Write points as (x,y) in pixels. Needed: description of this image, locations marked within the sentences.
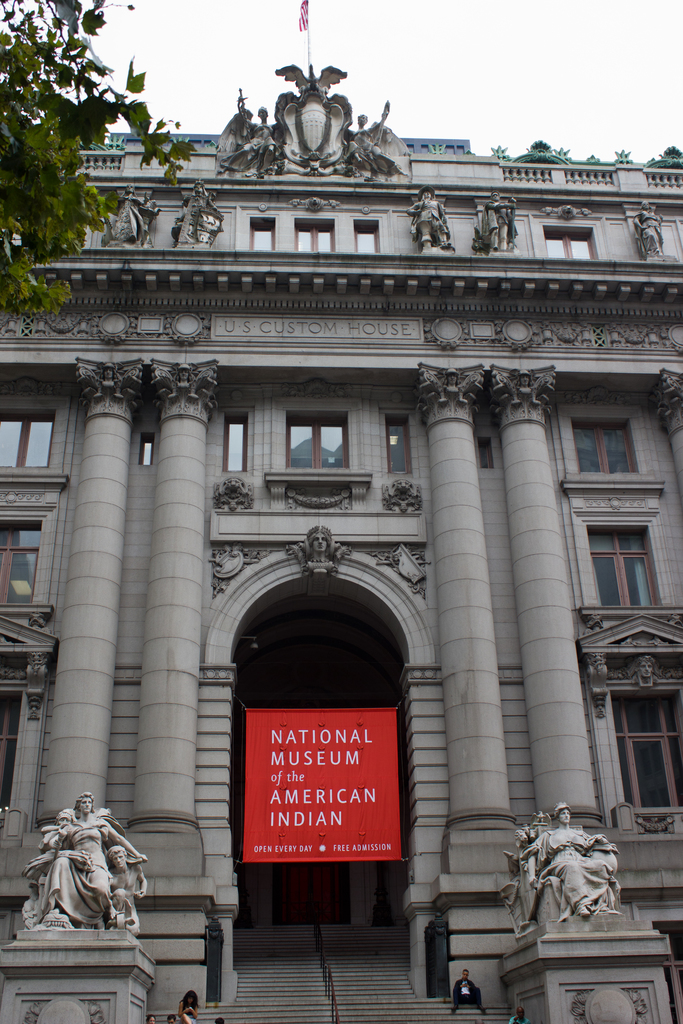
In the image there are statues (557,866) on the pillars (553,927). At the bottom of the image (295,970) there are steps (321,981) and also there is railing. There are few people (187,1004) sitting on the steps (241,940). Behind them there is a building (538,539) with walls (386,527), pillars (538,492), sculptures (40,384) and many other things (596,460). And also there is a poster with text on it. In the top left corner of the image (71,126) there are leaves (64,204).
